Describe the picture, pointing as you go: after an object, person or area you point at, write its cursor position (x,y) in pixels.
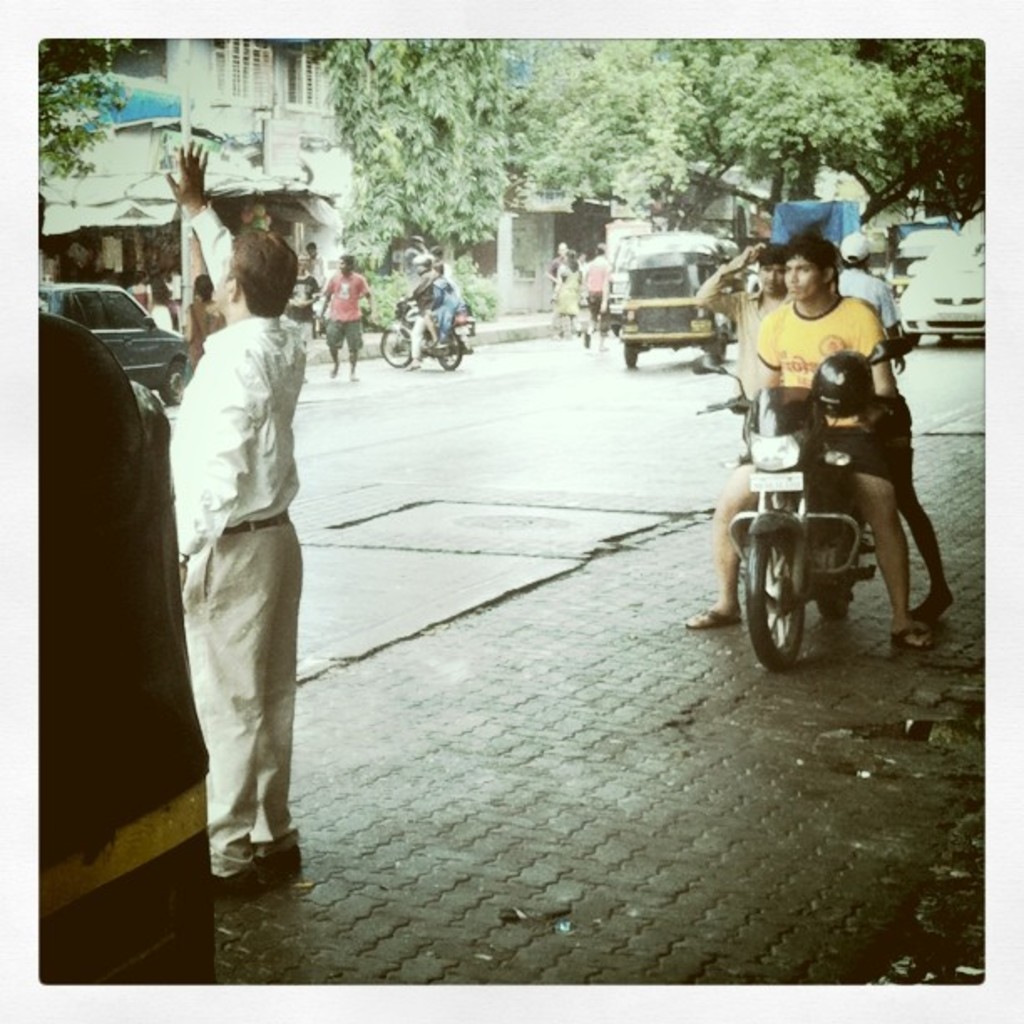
In the image we can see there is a man (273,616) who is standing on the road (327,895) and beside him there are two people (813,331) who are sitting on the bike (848,542) and at the back (663,292) there is an auto (703,254) standing on the road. On the other side there are lot of trees (691,116) and buildings (249,131).
